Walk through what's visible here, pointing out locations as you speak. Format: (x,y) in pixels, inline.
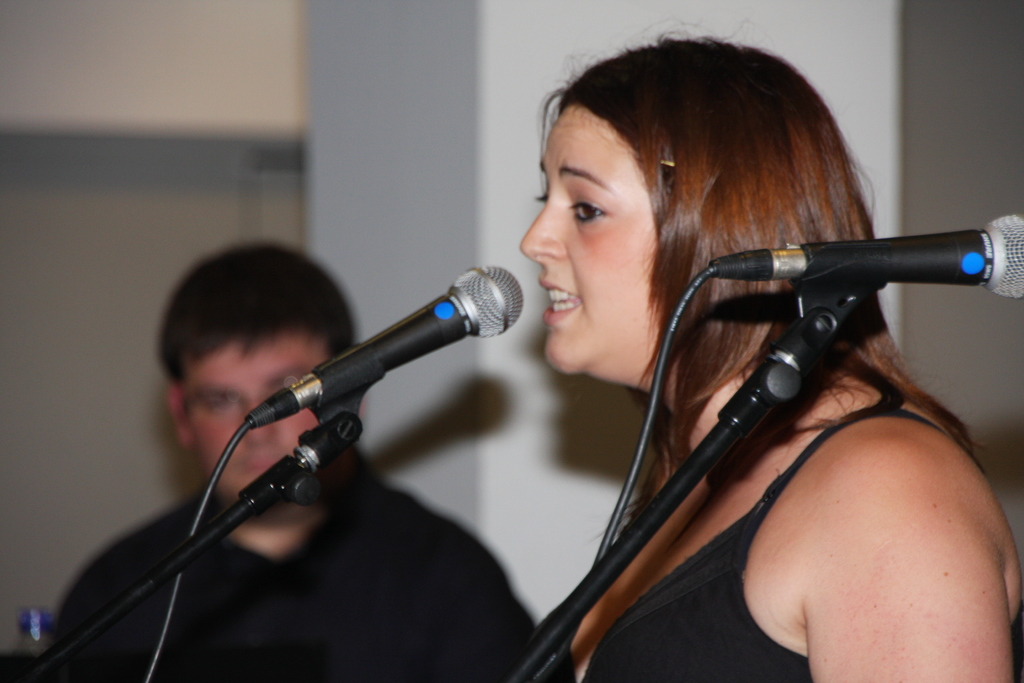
In the image we can see a woman (816,546) wearing clothes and she is talking. In front of her there is a microphone (335,367) to the stand (231,523) and here we can see cable wire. There is another person (371,555) wearing clothes (385,507) and the background (360,126) is blurred.
